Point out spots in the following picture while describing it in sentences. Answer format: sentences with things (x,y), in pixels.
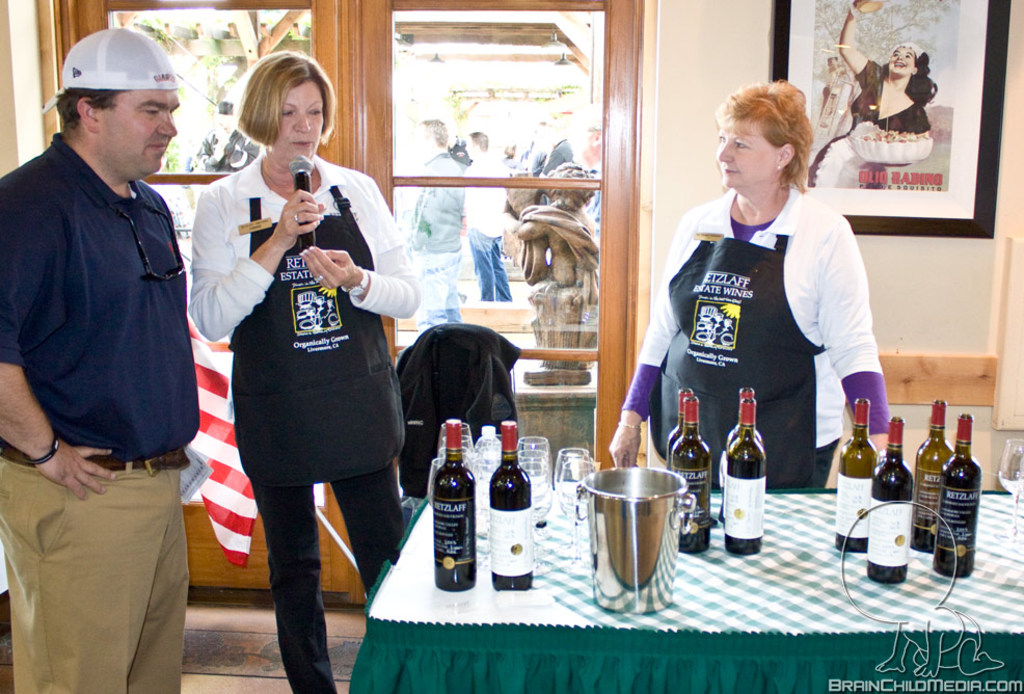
In this image, we can see few people (793,282). At the bottom (560,650) there is a table (627,626) with cloth (671,648) on the floor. So many bottles (735,521), wine glasses (464,457), bucket (632,540) are placed on it. Right side (923,686) bottom, we can see a watermark (931,676) in the image. Here we can see a woman (296,210) is holding a microphone (301,177) and talking. On the left side (7,459), a man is wearing a cap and smiling. Background (679,156) we can see a wall (692,132), photo frame (858,153), glass doors (588,171). Through the glass door (474,220) we can see the outside view. Here there is a sculpture (568,245) and few people (451,202) are standing.
